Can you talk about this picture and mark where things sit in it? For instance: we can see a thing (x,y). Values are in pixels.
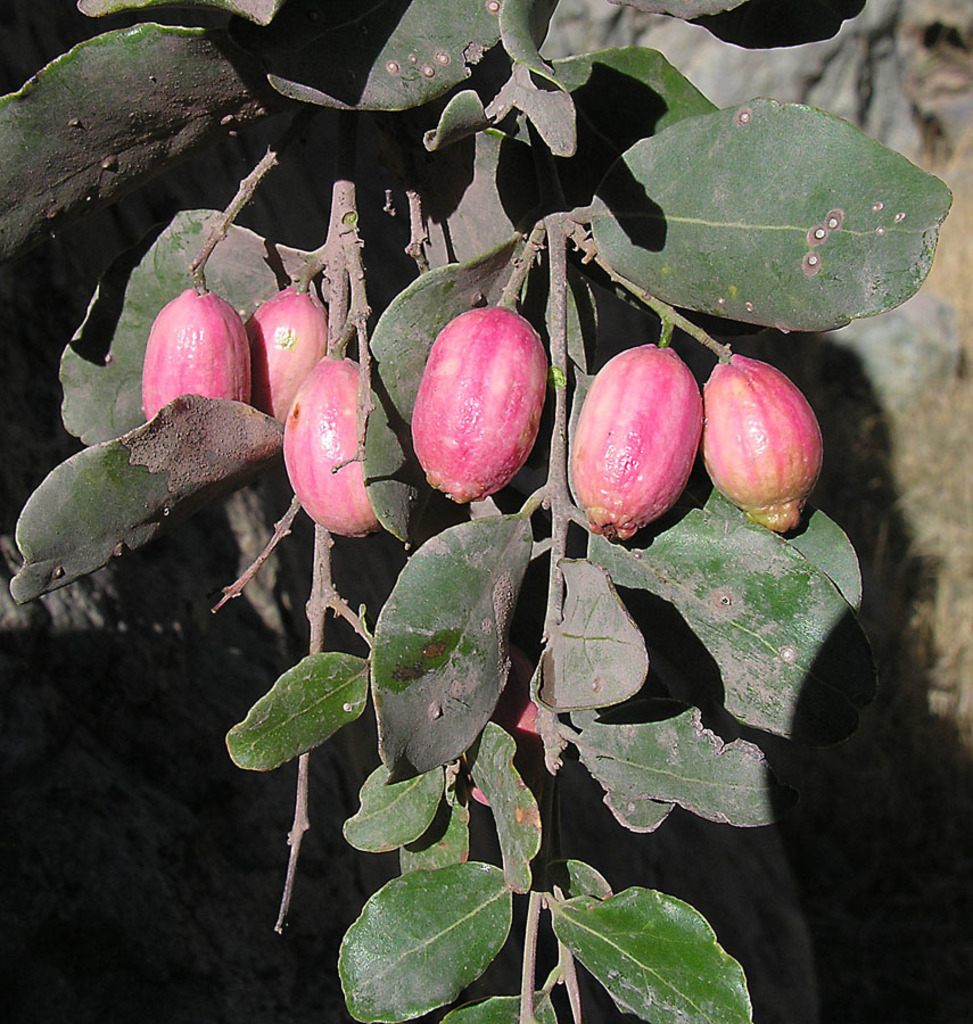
This picture shows a tree branch (746,259) with some fruits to it.
